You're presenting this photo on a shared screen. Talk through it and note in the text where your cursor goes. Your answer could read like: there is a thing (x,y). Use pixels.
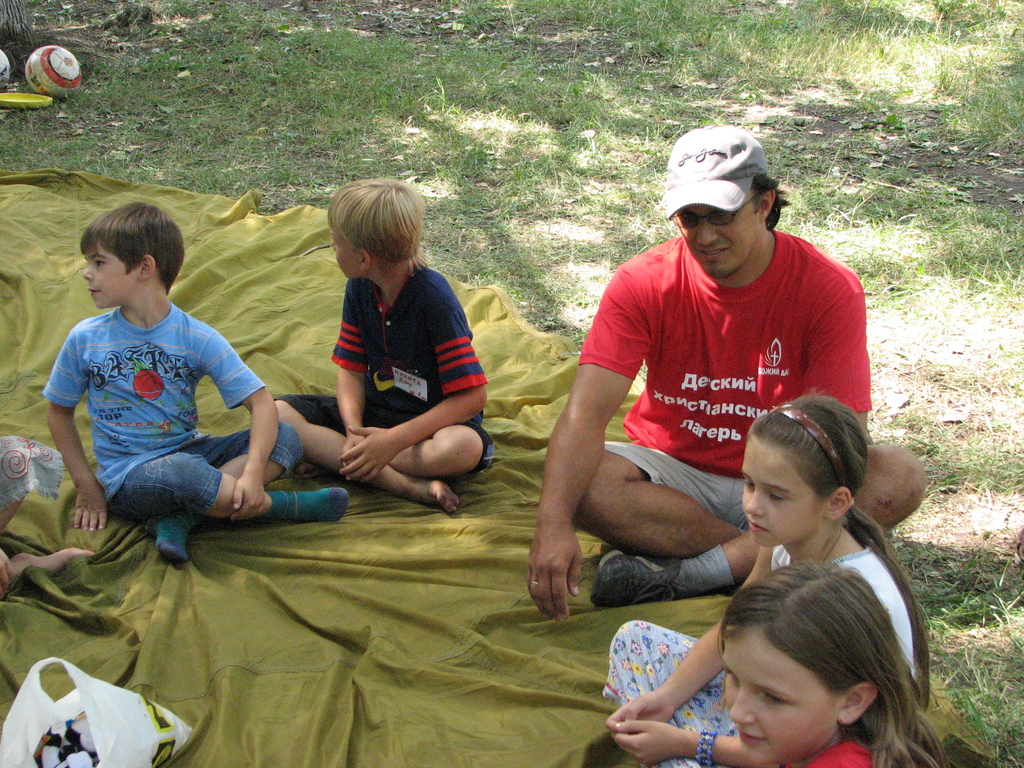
In this image there is a group of persons (601,412) sitting on a cloth (423,507) as we can see in the bottom of this image (381,631). there is a grassy land (477,160) on the top of this image (461,70) and there are some balls (70,66) on the top left corner of this image (45,65).
